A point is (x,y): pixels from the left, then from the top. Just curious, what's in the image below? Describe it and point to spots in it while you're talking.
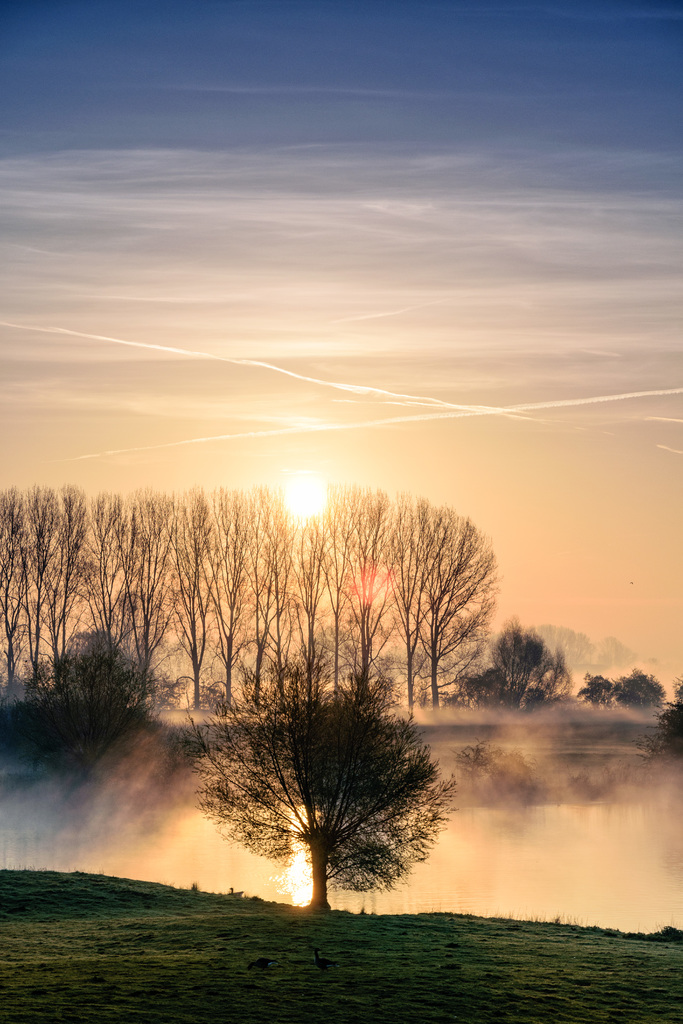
In the middle of this image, there is water (127,838), on which there is smoke (106,840). Beside this water (516,866), there is a tree (332,759) on a ground (373,939), on which there is grass (365,949). In the background (653,717), there are trees (542,634) and plants (50,713) on the ground (456,725) and there are a sun (310,497) and clouds (312,212) in the blue sky (217,117).
